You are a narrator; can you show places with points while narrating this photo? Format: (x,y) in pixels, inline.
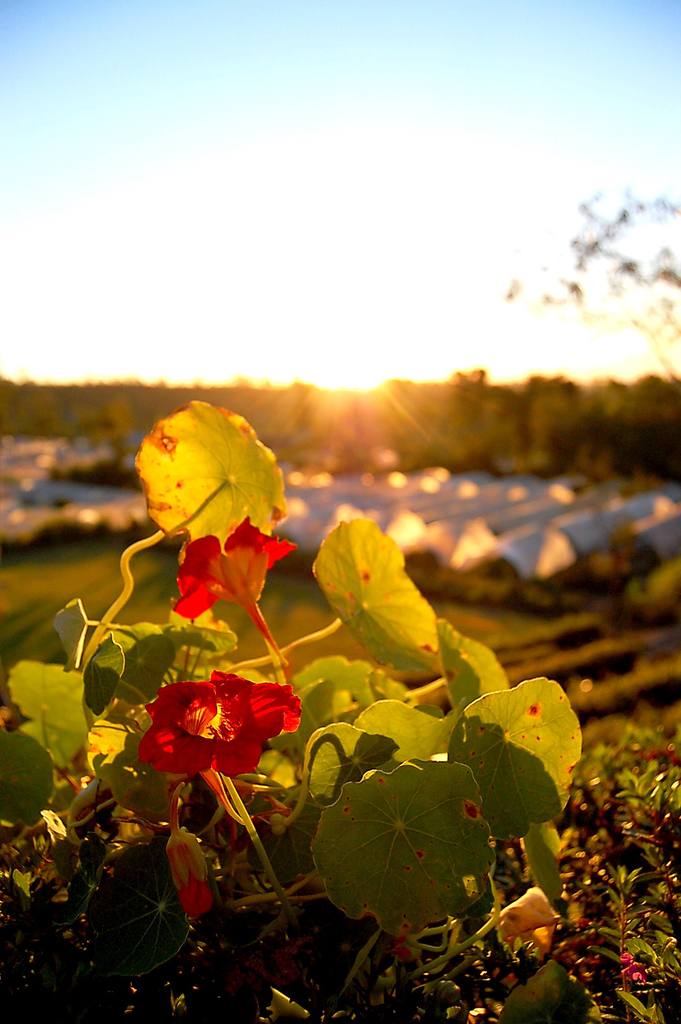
In this image I can see at the bottom (271,724) there are flowers (245,722) of this creeper plants (375,796). In the middle (320,382) there is the sun (347,356) in the sky (274,315).
